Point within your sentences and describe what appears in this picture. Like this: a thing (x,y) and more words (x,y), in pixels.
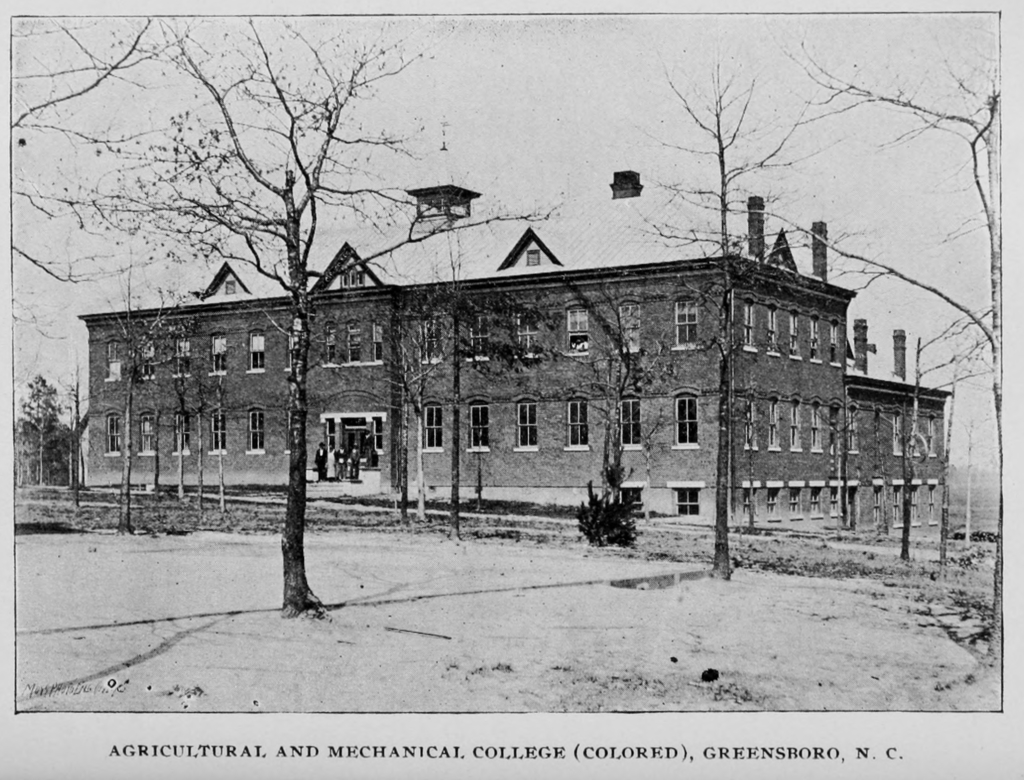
This picture consists of a posters (339,296), in which there is a house (717,285) in the center of the image (541,398), on which there are windows (634,428) and trees (647,442) in the image.
